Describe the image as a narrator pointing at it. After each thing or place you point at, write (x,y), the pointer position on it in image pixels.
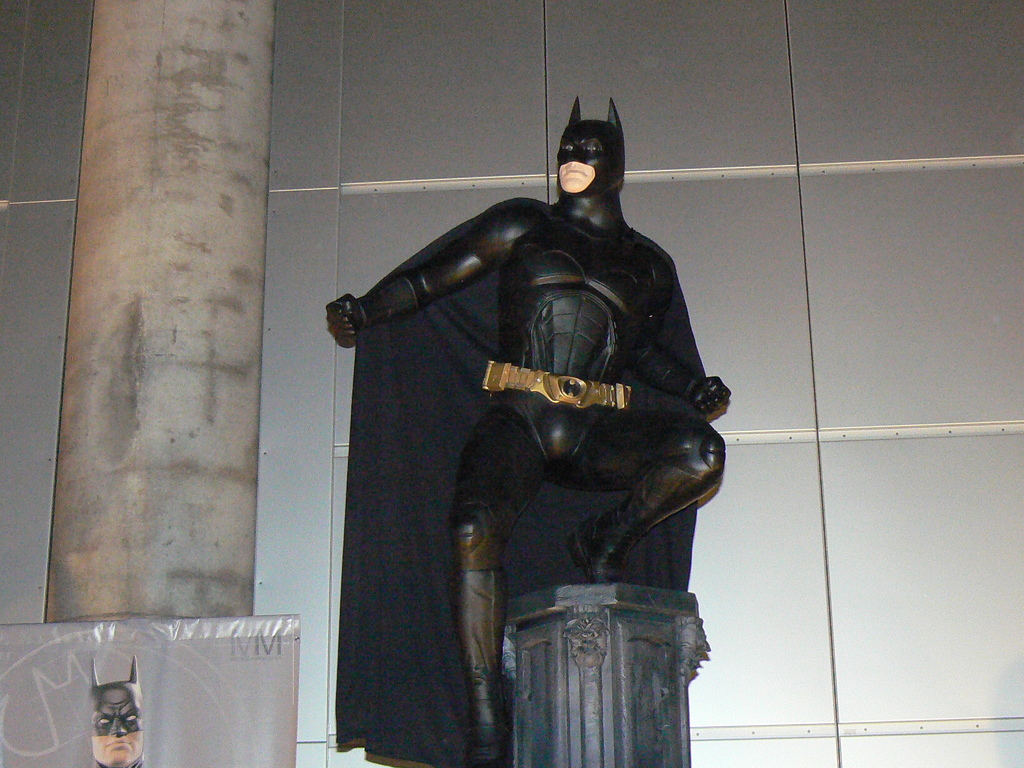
In this image we can see a statue (504,380) on the pillar (571,669), there is a board (148,663) to another pillar (159,357) and wall (672,131) in the background (676,62).
